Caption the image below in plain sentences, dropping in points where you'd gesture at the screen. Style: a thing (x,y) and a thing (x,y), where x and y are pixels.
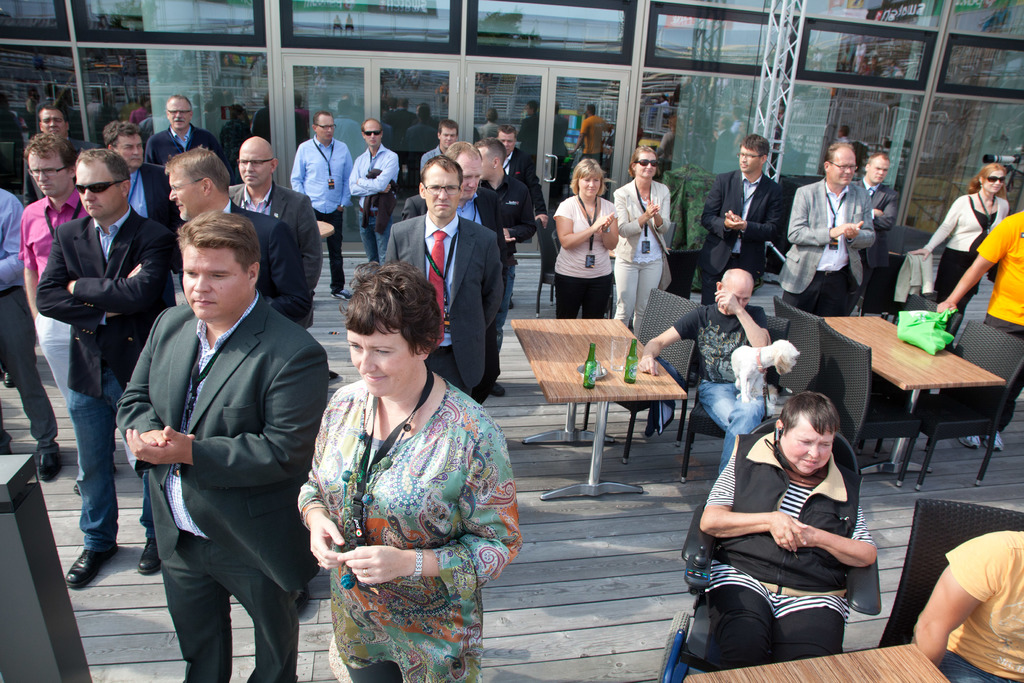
In this image there are a few people (257,236) standing, few (292,378) are clapping and the few (702,374) are sitting on the chairs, in front of them there is a table (578,357). On one of the table (612,378) there are bottles (630,355). In the background (420,68) there is a building (635,42).
